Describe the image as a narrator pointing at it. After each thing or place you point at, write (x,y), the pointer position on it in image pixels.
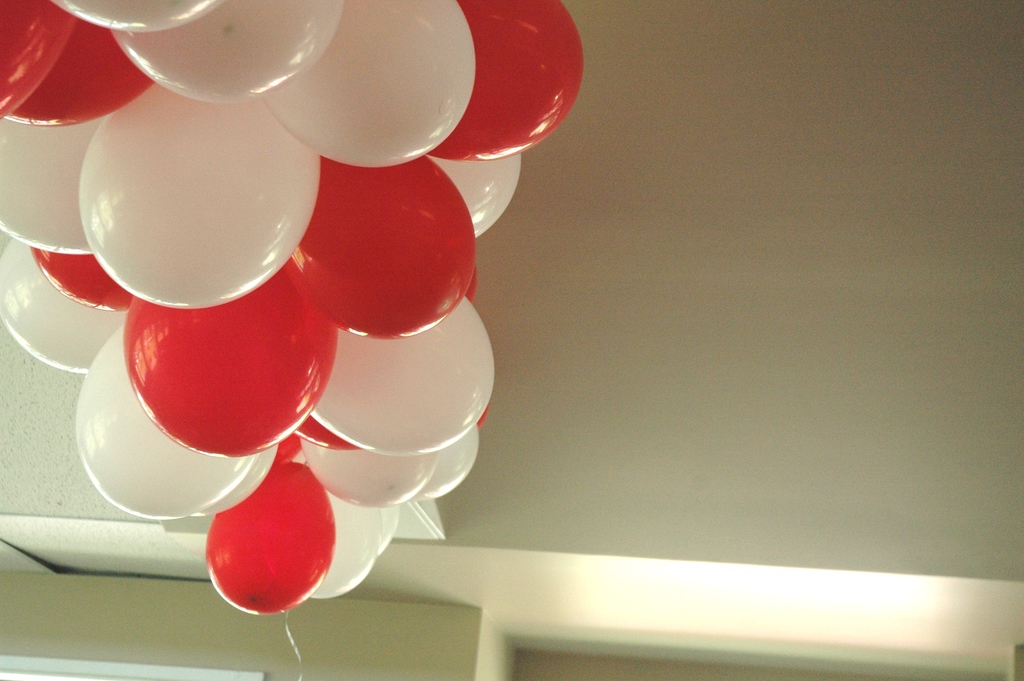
In the image there are red and white colored balloons (367,323) on the ceiling (584,118). At the bottom of the image (481,649) there is wall (335,650) with light (642,614).
